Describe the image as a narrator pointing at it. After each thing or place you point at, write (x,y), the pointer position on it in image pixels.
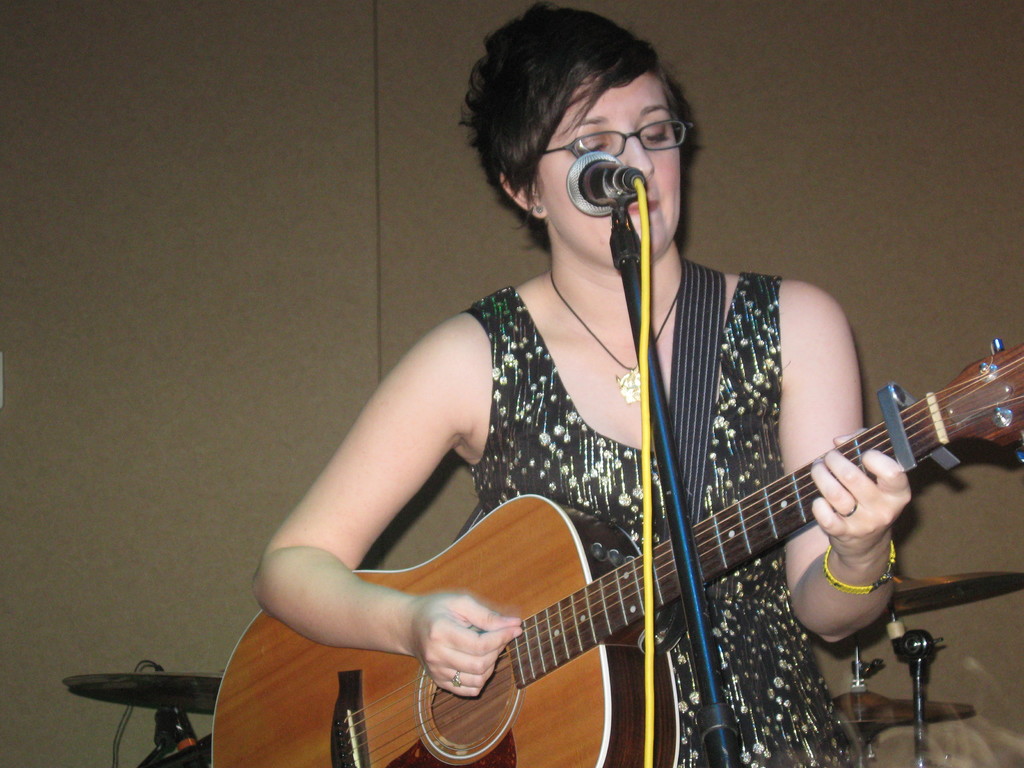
In this picture we can see a women (584,116) with short hair (527,63), wearing spectacles (582,145) standing in front of a mike (628,236) singing and playing guitar (654,577). On the background (190,677) we can see cymbals (959,588), musical instruments (163,695).
